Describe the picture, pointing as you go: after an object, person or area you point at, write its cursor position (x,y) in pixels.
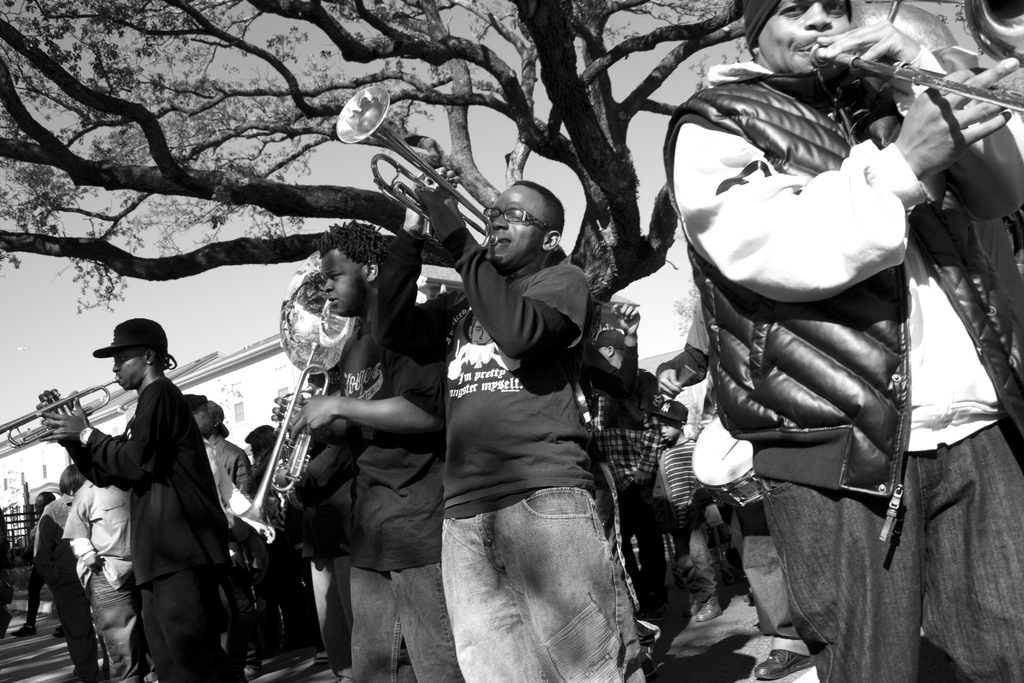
In this picture we observe several people (298,511) playing musical instruments (893,67) and in the background (613,172) we observe a tree (586,176).
